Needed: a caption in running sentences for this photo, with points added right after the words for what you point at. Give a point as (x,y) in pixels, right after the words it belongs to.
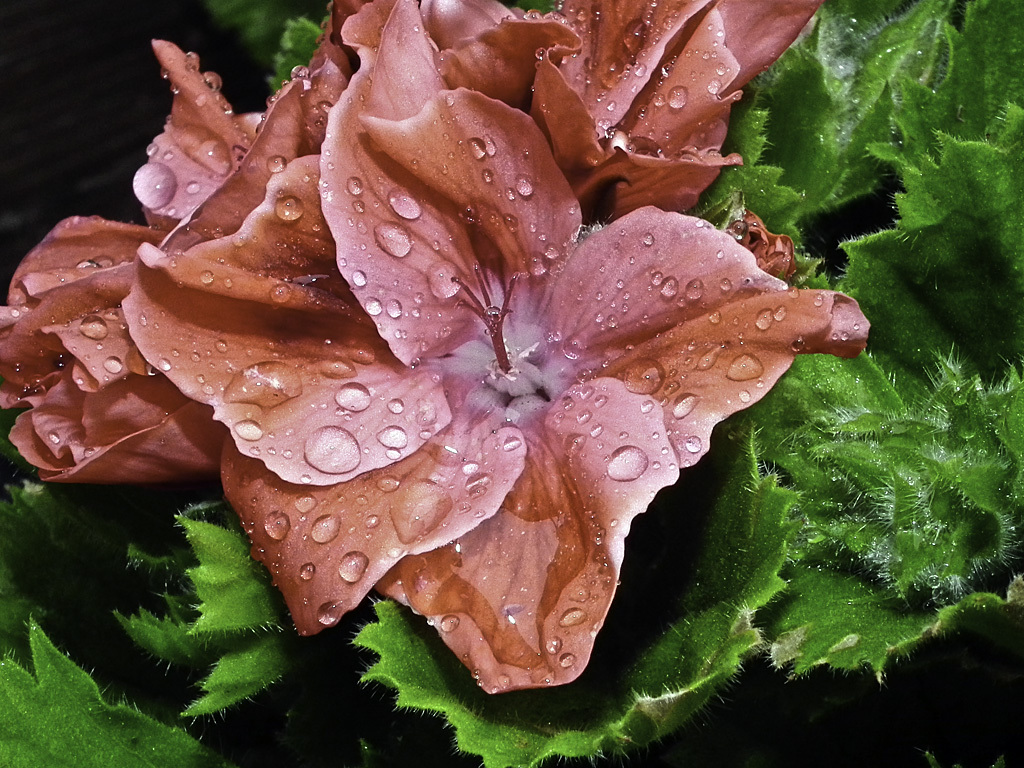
There is a zoom-in picture of a flower (443,338) as we can see in the middle of this image (347,423), and there are some leaves (879,391) in the background (289,58).
